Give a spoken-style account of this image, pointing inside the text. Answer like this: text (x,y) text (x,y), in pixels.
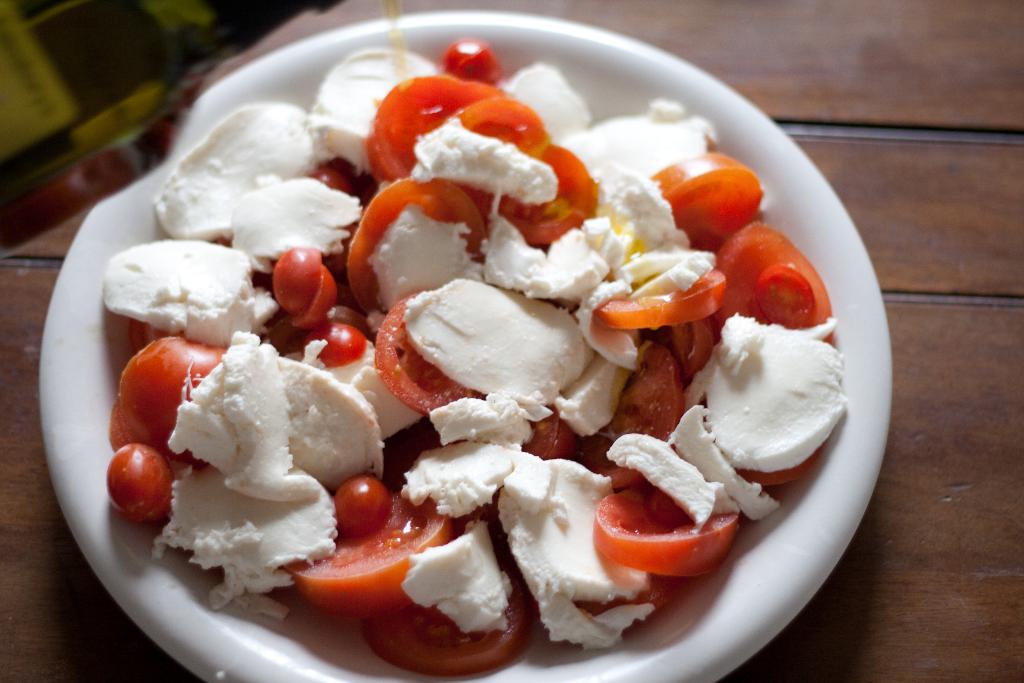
In the center of the image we can see one table (960,533). On the table (967,514), we can see one plate (843,513). In the plate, we can see some food items (512,319). At the top left side of the image (68,30), we can see some object (178,80).
